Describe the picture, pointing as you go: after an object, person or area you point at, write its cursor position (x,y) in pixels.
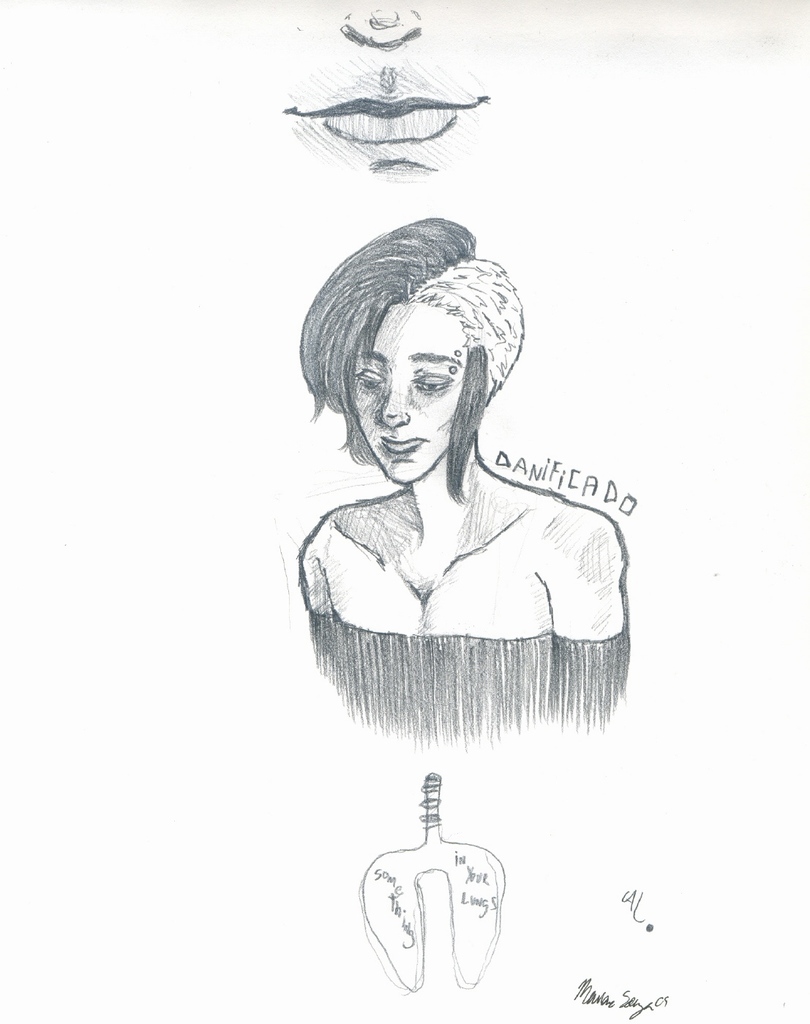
In this picture we can see art (479,320) of a woman (424,472).
